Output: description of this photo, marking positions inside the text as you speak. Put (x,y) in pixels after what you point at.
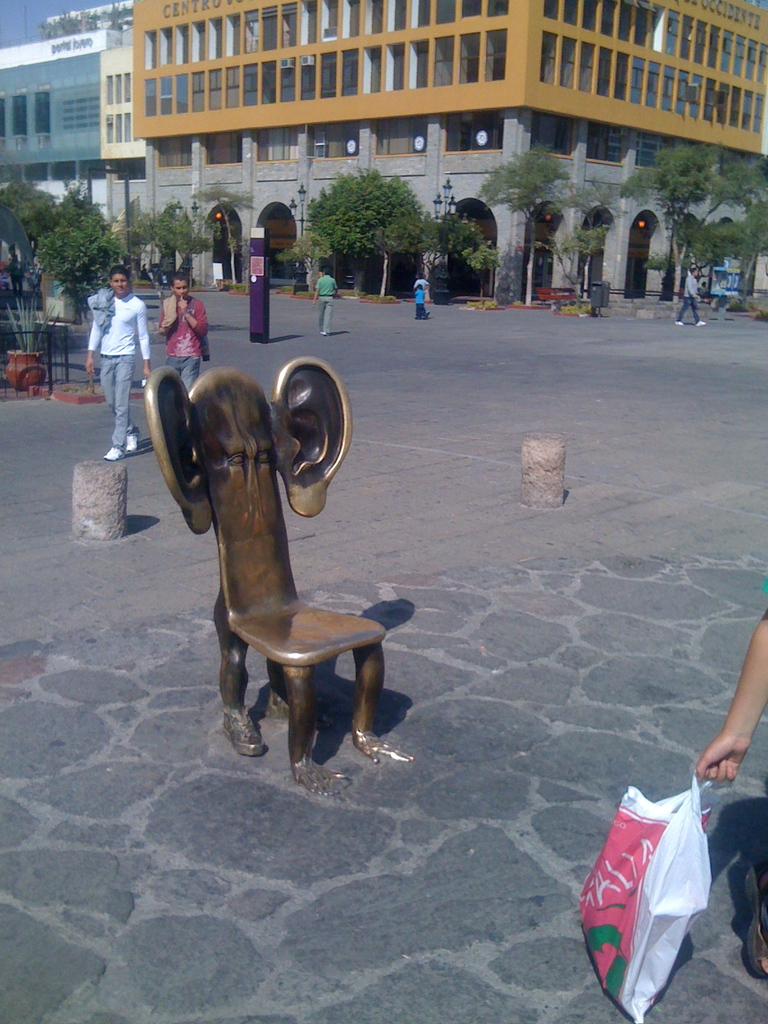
In this image we can see group of people (328,306) standing in the ground (109,417). One person (734,732) is holding a bag (649,836) in his hand (734,747). In the foreground of the image (235,396) we can see a chair (338,636) placed on the ground (347,719) with set of ears (298,455) on it. In the background (494,212) we can see group of trees (374,202), buildings (430,140) and sky (15,18).
